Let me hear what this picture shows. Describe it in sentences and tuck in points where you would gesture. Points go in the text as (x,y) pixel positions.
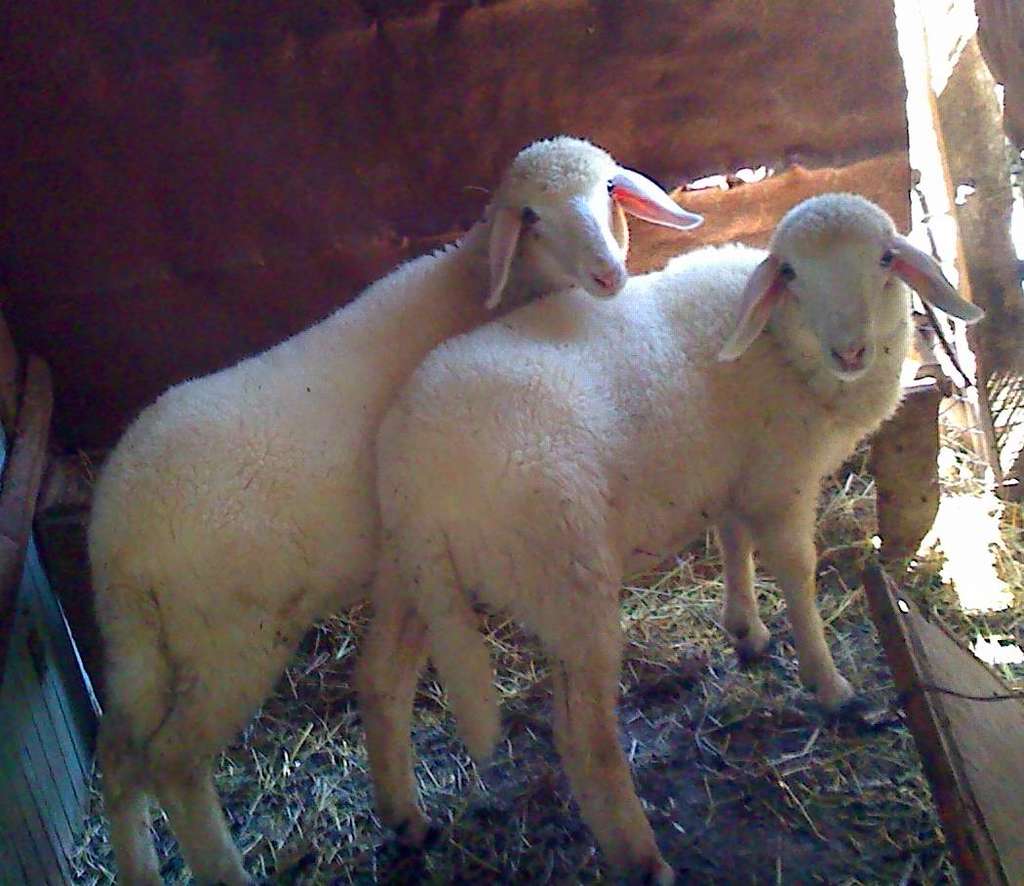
In this picture we can see two sheep (282,437) and some grass (510,642) on the ground (665,709). There is a blue object (14,840) on the left side (5,876). We can see a few things (1009,75) on the right side (890,134).
